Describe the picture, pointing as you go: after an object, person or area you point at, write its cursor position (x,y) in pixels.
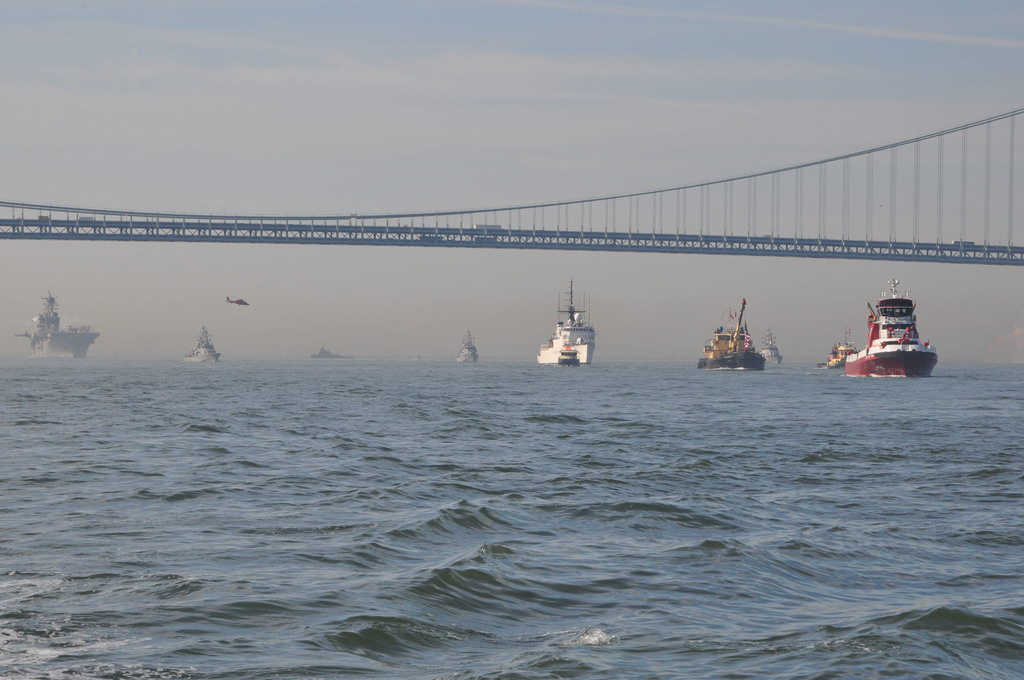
There is water (332,537). Also there is a bridge (437,240). In the back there are ships (337,353) on the water (545,365). Also there is sky (438,101).
